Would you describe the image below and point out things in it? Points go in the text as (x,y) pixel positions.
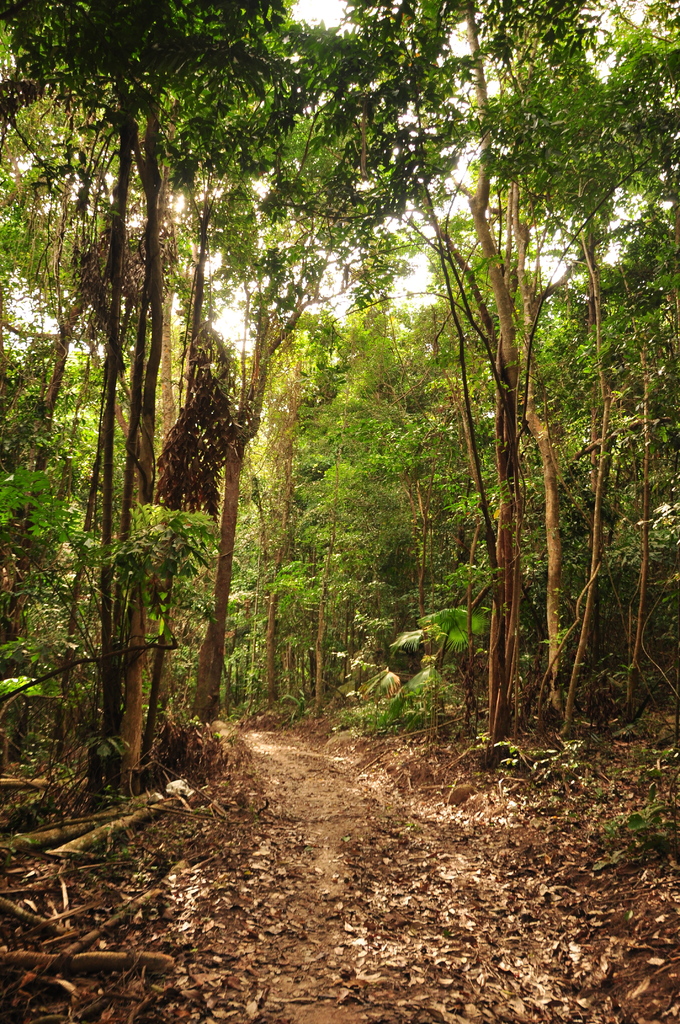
In this image we can see some trees (392,549), plants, leaves (481,912) on the ground (220,881), sticks (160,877), also we can see the sky (460,86).
